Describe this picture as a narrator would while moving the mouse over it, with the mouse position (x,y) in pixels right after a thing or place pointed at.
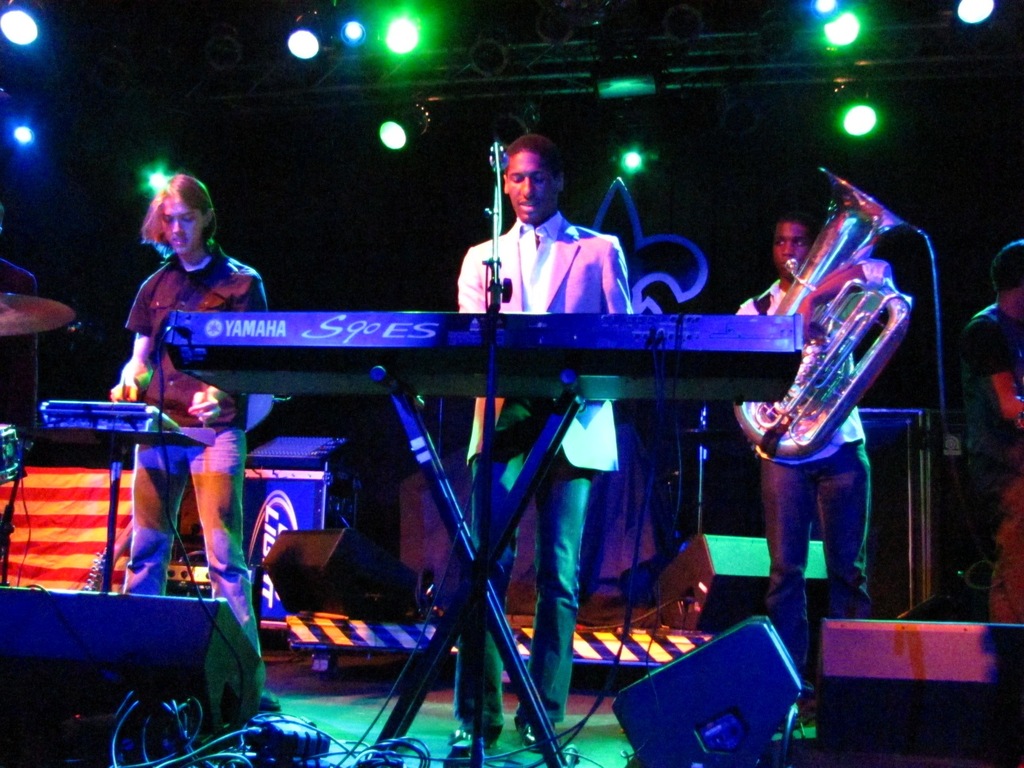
In the image we can see there are people (986,443) standing, wearing clothes (964,393), these are the musical instruments (715,382), microphone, cable wires (404,744) and a light (401,134). This is a box (313,506).
